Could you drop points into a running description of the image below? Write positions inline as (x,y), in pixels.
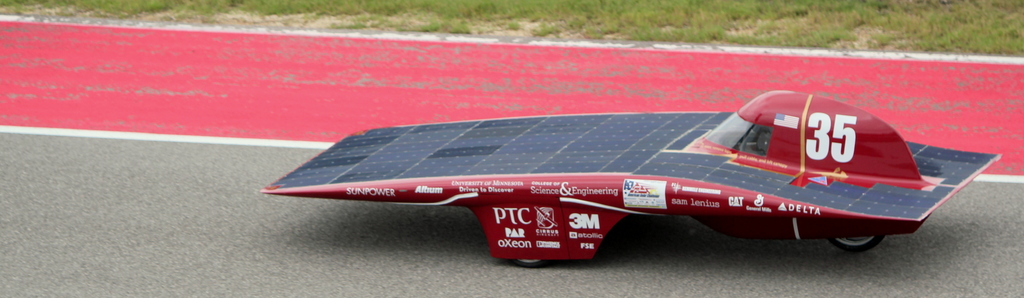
In this image in the center (380,168) there is one vehicle (740,117), and in the background (514,18) there is grass (961,24) and at the bottom (326,275) there is a road (902,242).
